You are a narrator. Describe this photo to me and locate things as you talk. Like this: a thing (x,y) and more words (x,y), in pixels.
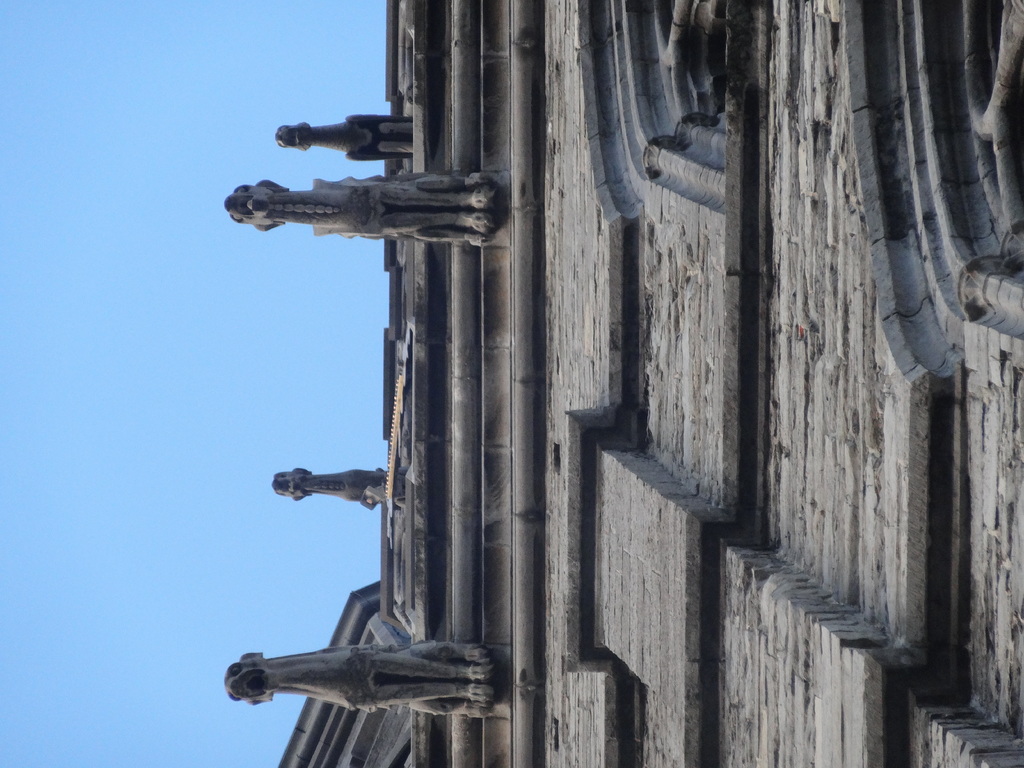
This is the building (531,391). I can see the sculptures (323,479), which are attached to the building (409,338). I think these are the windows (698,52). This is the sky (145,410).
